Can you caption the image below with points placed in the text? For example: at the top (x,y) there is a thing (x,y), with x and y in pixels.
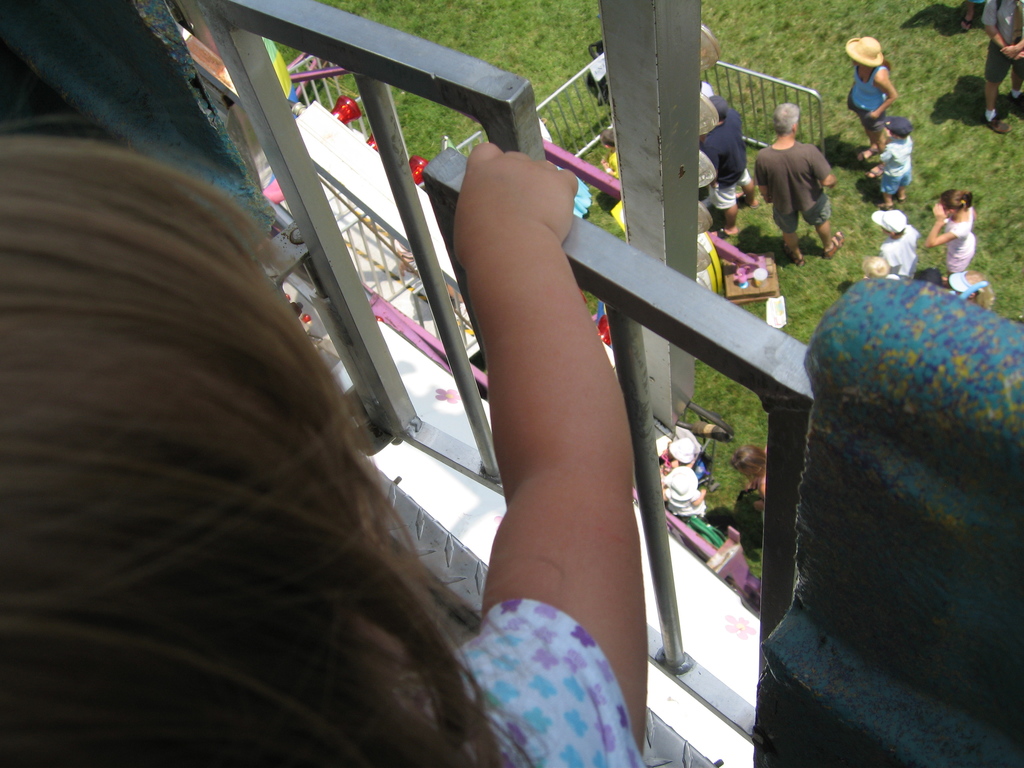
There is a group of persons (804,160) standing on a grassy land (846,130) as we can see on the right side of this image (836,119). There is one kid (296,489) holding a metal object (438,213) on the left side of this image (315,583).
